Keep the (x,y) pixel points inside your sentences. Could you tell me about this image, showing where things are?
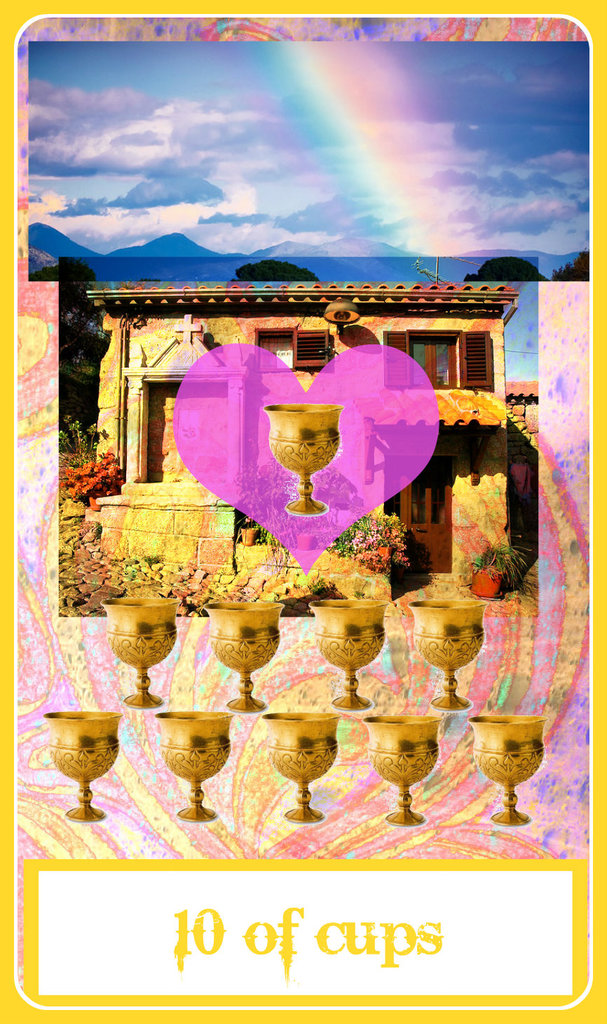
In this image there is an animated image in which there are cups (272,639) which are golden in colour and there is a building (234,334) and there are flowers (80,487) and the sky (248,174) is cloudy.
